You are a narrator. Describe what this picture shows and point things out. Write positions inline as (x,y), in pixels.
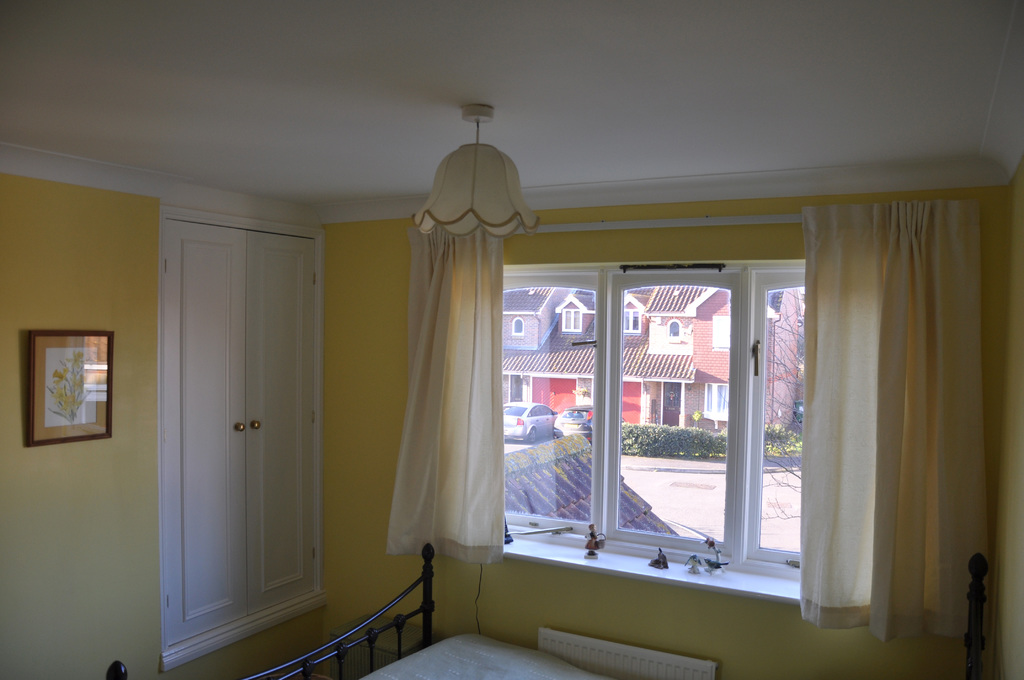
In this image we can see curtains (417,412), windows (767,411), photo frames (67,365), light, bed (478,657). In the background (713,353) we can see houses (577,357), cars (580,423), plants (680,441), tree (792,388) and road (694,491).
